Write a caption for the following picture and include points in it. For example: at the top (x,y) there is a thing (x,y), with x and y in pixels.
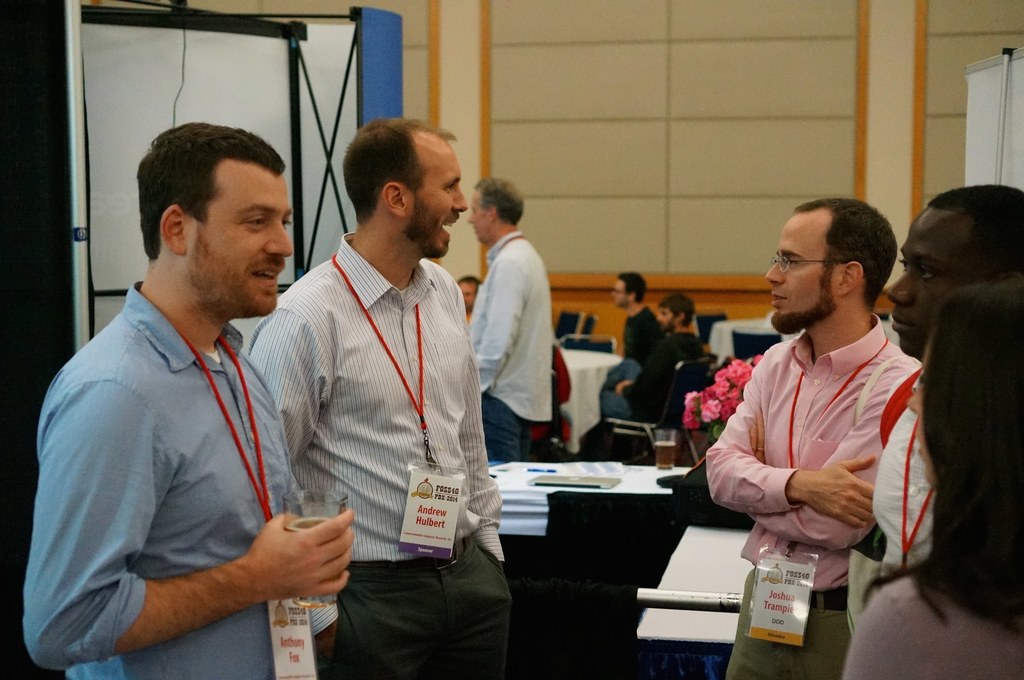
In this image we can see a group of persons (762,409) and chairs (711,378). There are few objects (714,396) on the table (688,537). Behind the persons (423,331) we can see a wall (604,125) and stands (352,55).
